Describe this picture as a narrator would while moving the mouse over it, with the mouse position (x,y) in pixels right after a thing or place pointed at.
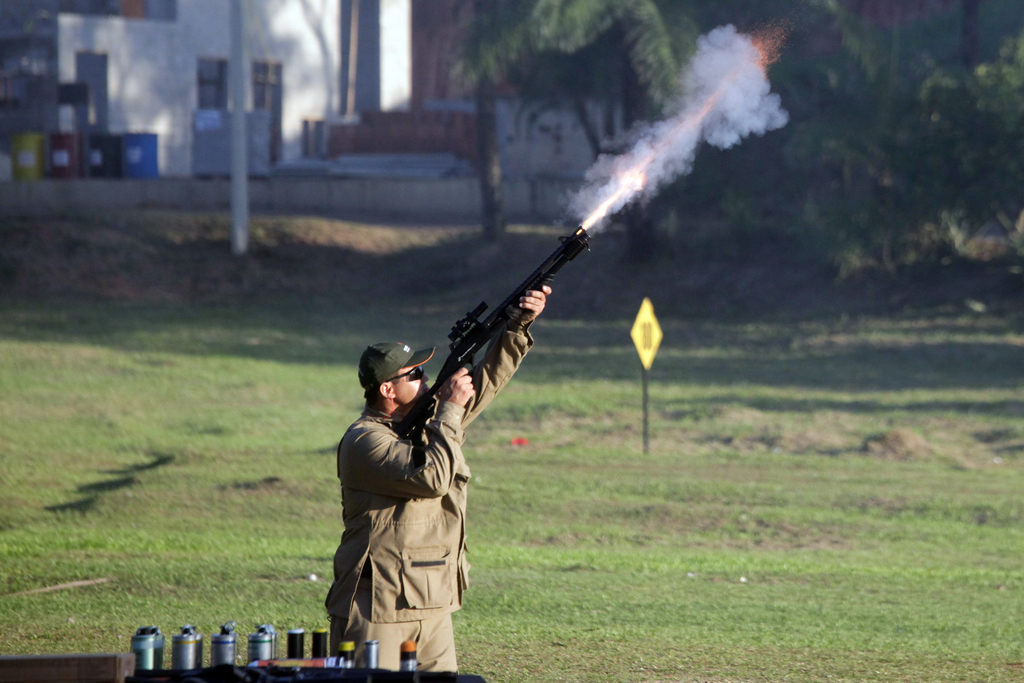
In this image I can see a person (396,572) holding a gun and the person (384,601) is wearing brown color dress (446,604). Background (954,148) I can see a board (644,339) attached to the pole (644,398), I can also see few drums (137,161) in multi color, a building (207,25) in white color and I can see trees (795,187) in green color.
